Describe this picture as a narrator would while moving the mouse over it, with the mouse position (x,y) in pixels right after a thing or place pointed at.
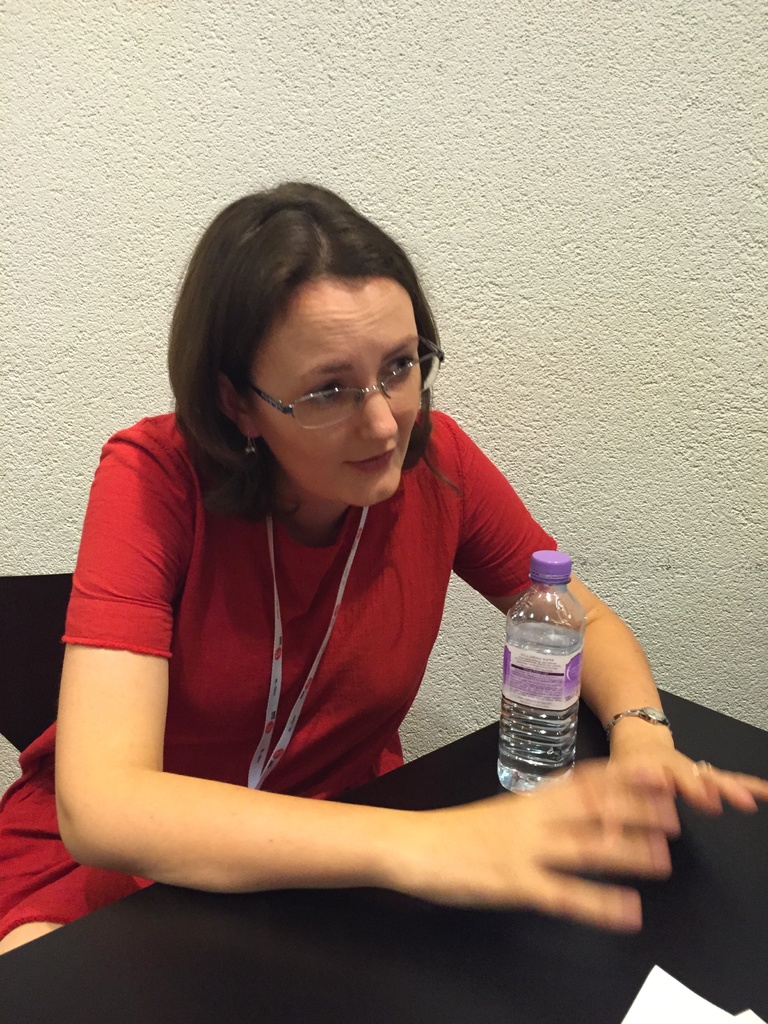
In this image I can see a woman (74,648) sitting on the black chair (29,637) and wearing a red color dress (186,585) and having a watch (653,713) to her left hand (619,727). In front of this woman (331,822) there is a table (283,952) covered with a black cloth (311,979). On this table (373,903) there is one water bottle (550,727). And in the background (416,112) I can see white color wall (682,335). On the right bottom of the image (665,1016) I can see some papers (690,1016).
